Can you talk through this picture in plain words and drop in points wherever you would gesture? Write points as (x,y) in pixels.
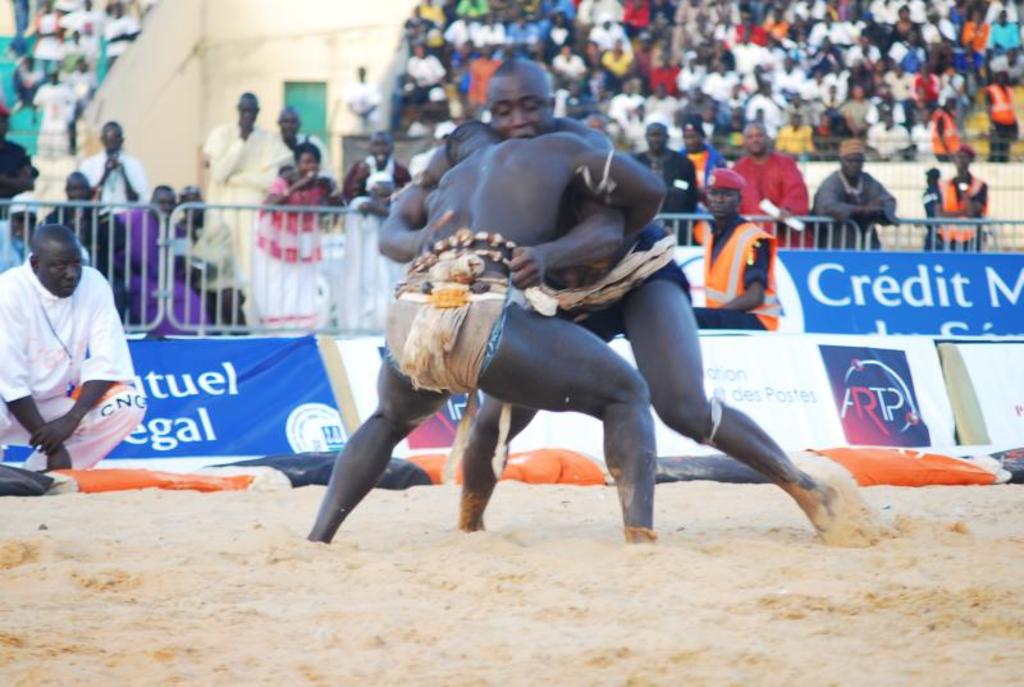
There are two people (535,274) fighting here on the sand (578,624). In the background (271,182) there are few people (271,182) standing at the fence (329,222) and few are sitting on the chairs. On the left (49,372) there is a person (46,354) in squat position and watching the two men (536,303) and we can see the hoardings (900,308) here.
